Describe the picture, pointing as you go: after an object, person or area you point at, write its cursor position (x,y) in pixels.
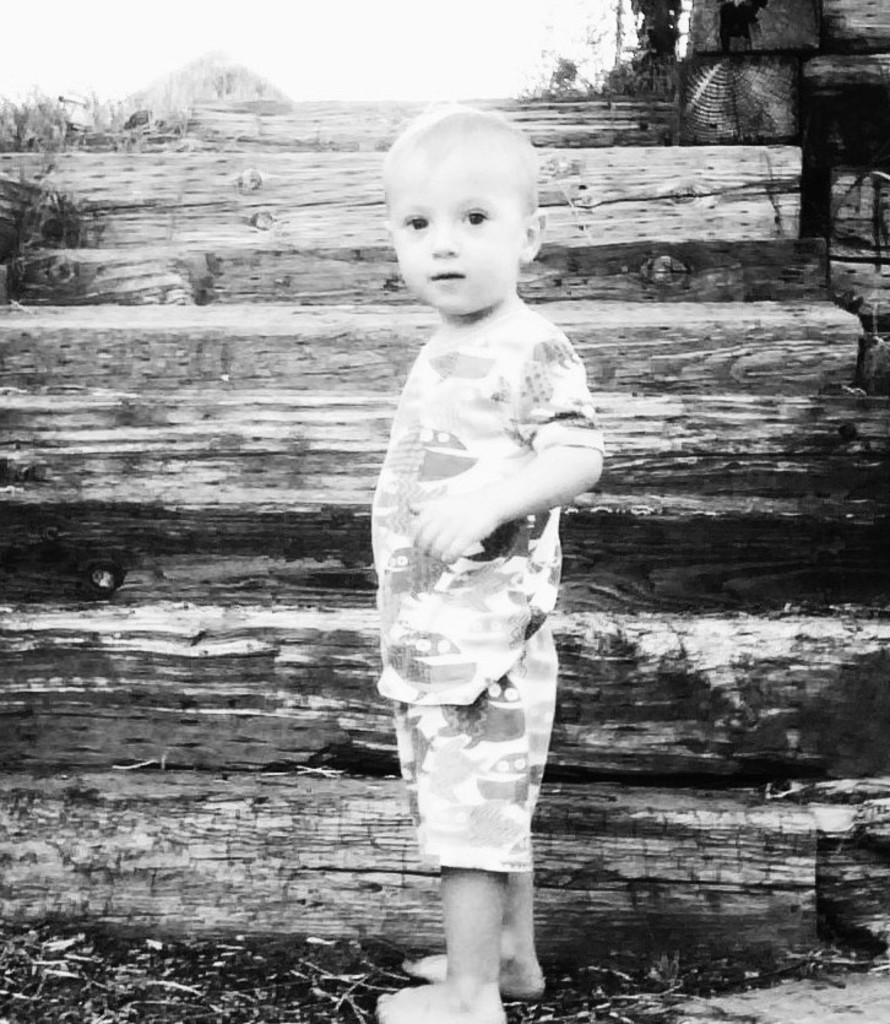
This is a black and white image as we can see there is one kid (469,485) standing in the middle of this image (500,478). There are wooden stairs (324,441) in the background (657,376).
